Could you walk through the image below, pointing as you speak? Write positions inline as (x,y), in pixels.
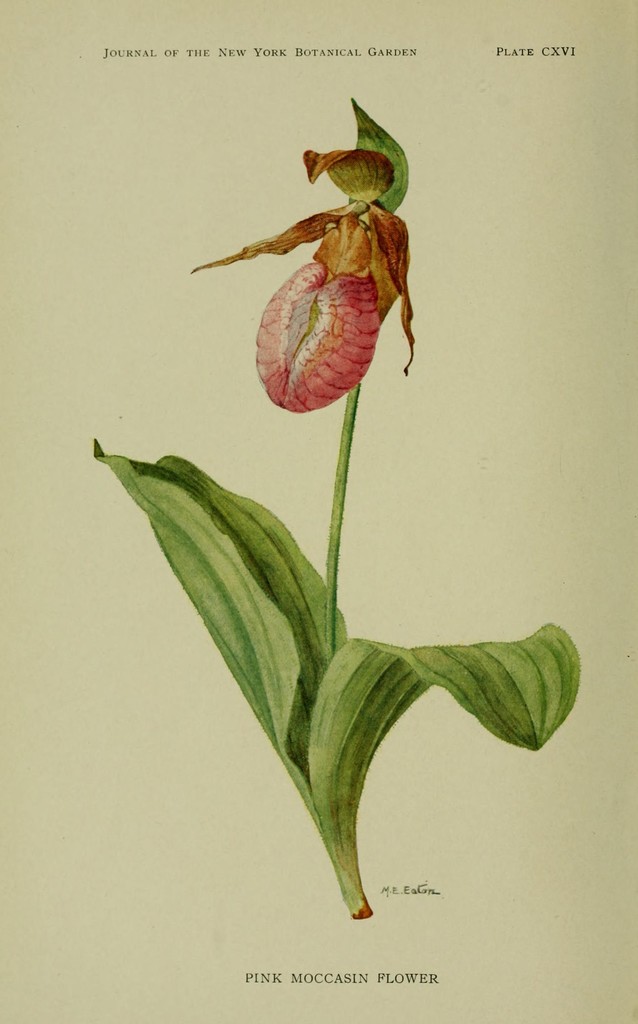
In this Image I can see a red color flower (314,351) and few leaves (320,675) on the paper (395,472) and something is written on the paper (348,988).
